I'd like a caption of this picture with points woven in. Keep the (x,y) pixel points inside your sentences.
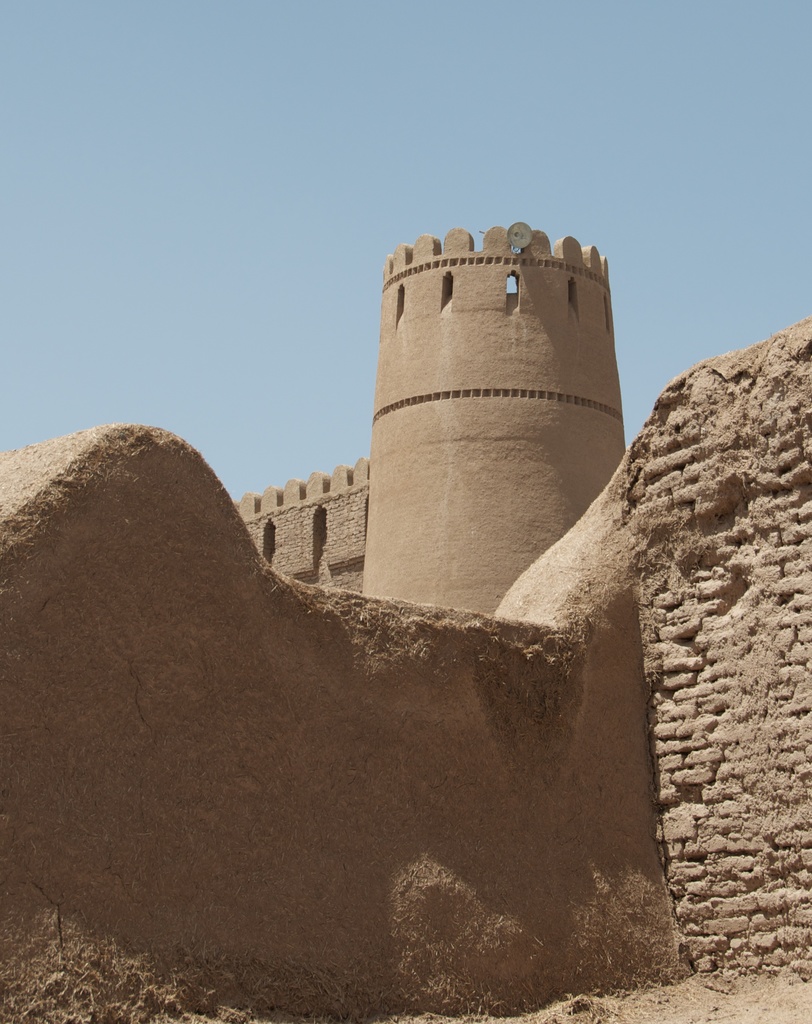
In this image I see the fort (443,415) which is of brown in color and I see the wall (757,899) over here which is of soil (505,716) and stones (786,959) and in the background (336,284) I see the blue sky (299,211).
